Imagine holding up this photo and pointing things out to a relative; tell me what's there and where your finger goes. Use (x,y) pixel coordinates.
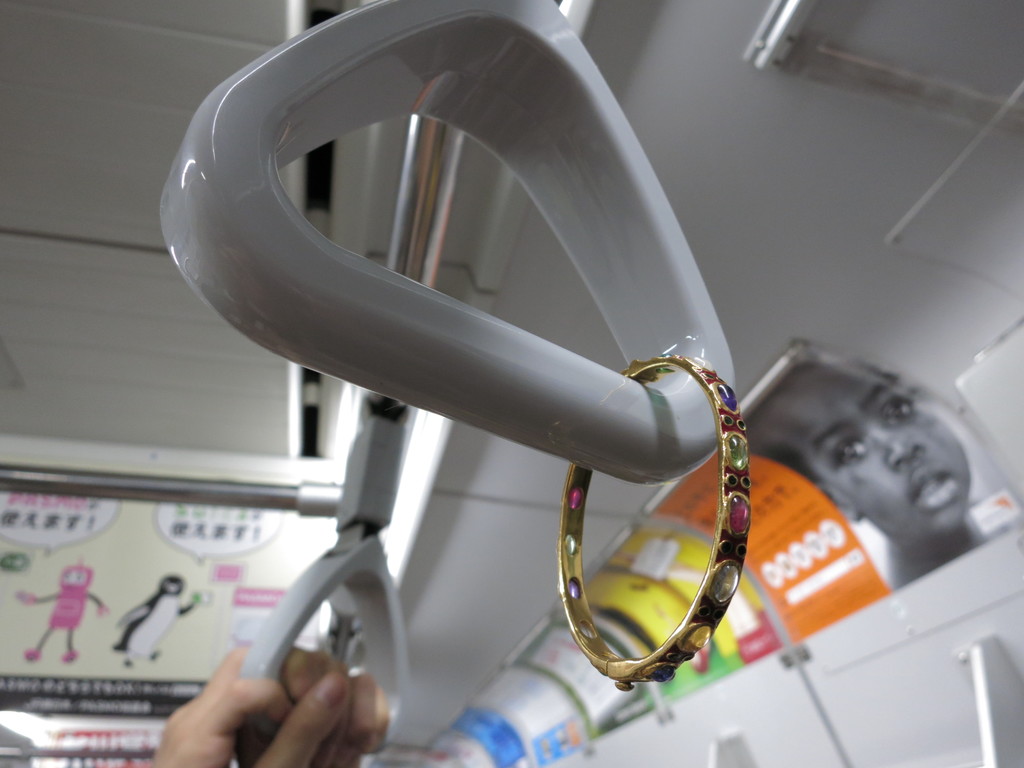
In front of the picture, we see a bangle (721,525) and a hand (309,689) holding handle (428,300) in white color. At the bottom (187,756), we see the hands (328,672) of a person (320,665) who is holding a white handle (272,656). On the right side (872,700), we see a white wall (856,641) on which the posters (921,514) are pasted. These posters (662,621) are in white, green, yellow, blue and orange color. In the background (284,571), we see a white color board (167,629) with some text (187,534) written on it. At the top (150,200), it is white in color. This picture might be clicked inside the bus (811,266).
